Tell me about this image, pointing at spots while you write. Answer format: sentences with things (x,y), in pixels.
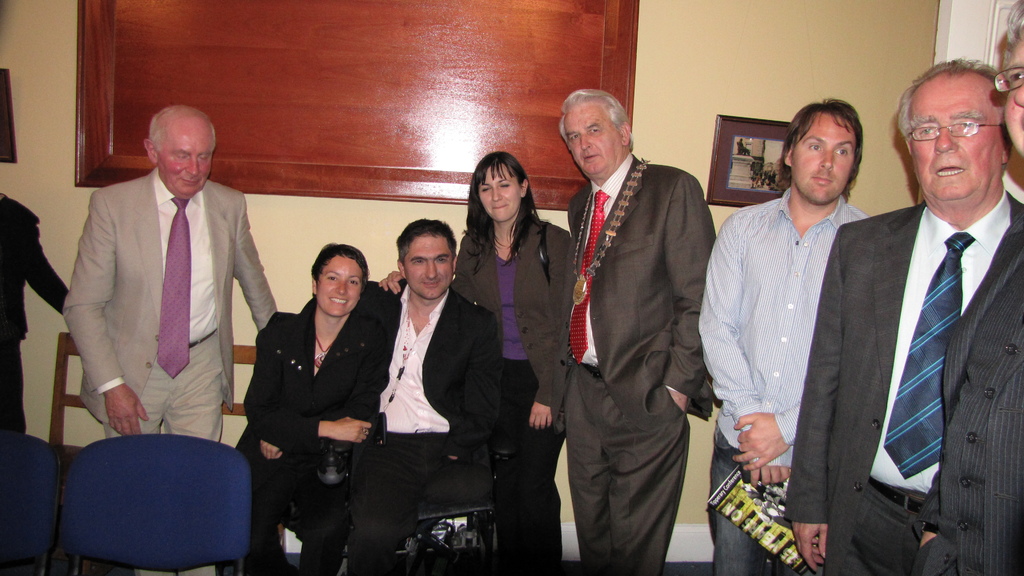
In this picture we can see two persons (286,406) sitting on the chairs (233,401). And this is the wall (661,37). There is a frame (726,165). Here we can see few persons (600,319) standing on the floor (689,567).
